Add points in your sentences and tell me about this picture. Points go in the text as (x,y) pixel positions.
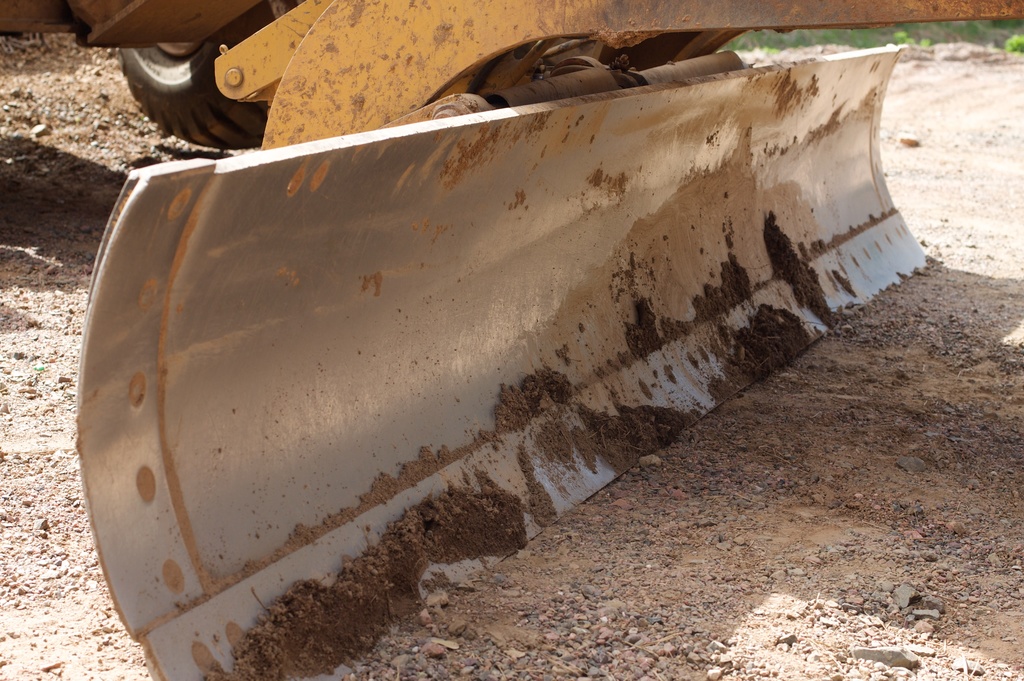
In this image I can see the bulldozer (386,228) which is in yellow color. It is on the ground (672,449). To the side I can see the grass (874,30).
